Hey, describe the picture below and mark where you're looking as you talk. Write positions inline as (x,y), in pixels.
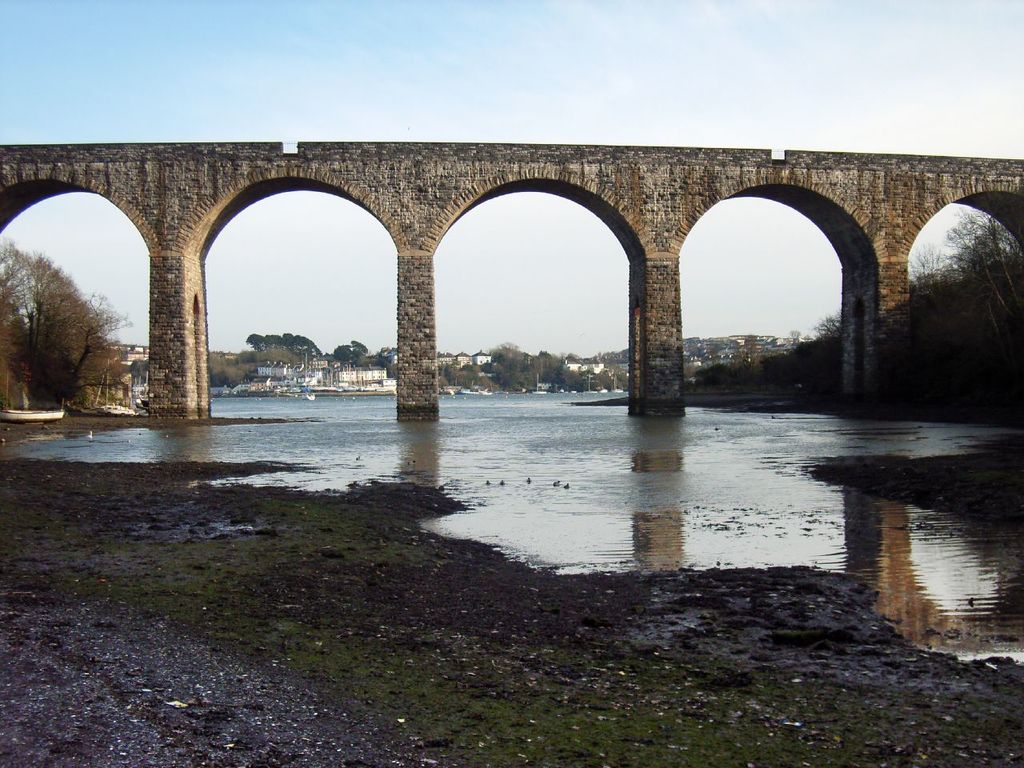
In this picture we can see the ground (273,679), water (765,554) and in the background (994,96) we can see a bridge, buildings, trees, boats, sky (1000,33) and some objects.
